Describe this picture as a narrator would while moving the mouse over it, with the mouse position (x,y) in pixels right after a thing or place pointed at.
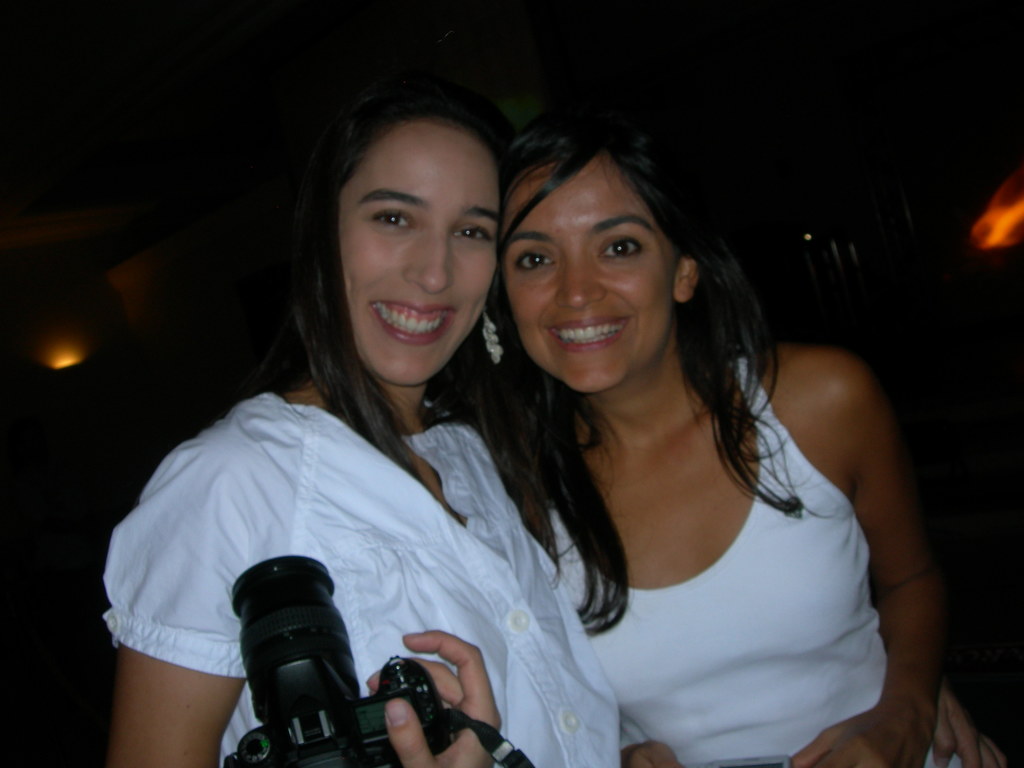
In this picture there are two women (569,559) smiling and she is holding a camera (275,602). In the background of the image (818,159) it is dark and we can see lights (64,356).
